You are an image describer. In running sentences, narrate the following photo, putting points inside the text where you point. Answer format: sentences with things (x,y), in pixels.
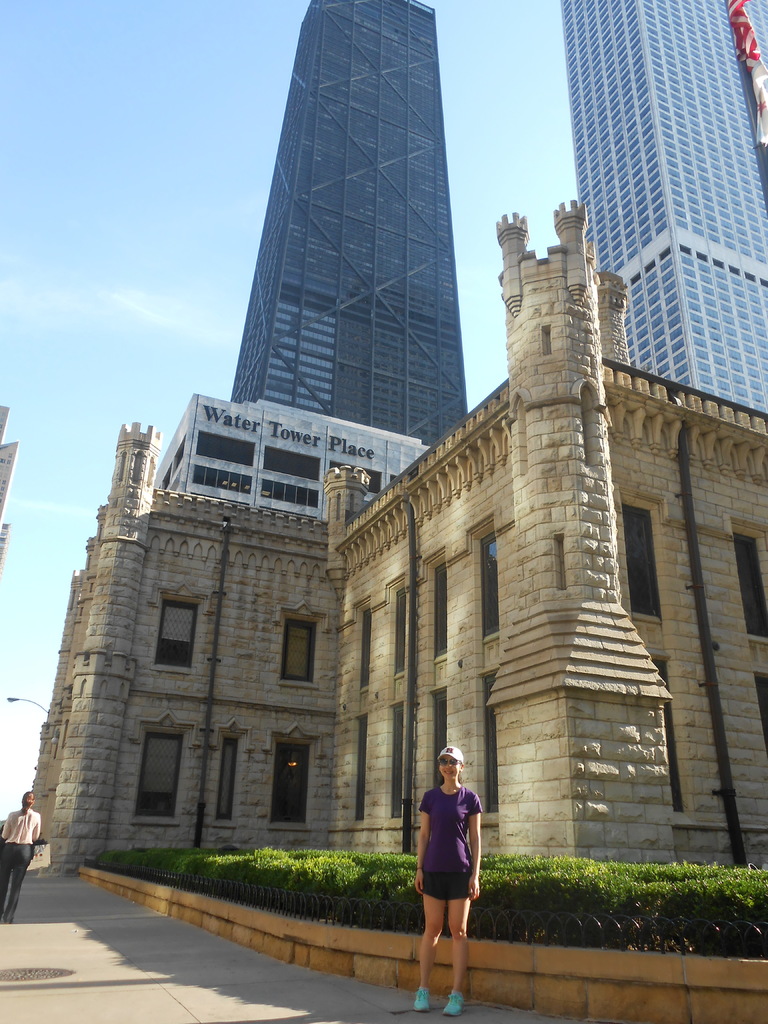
In this picture we can see two persons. There are plants (502,868), buildings (463,545), board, and a flag (737,22). In the background (454,244) there is sky (67,310).
